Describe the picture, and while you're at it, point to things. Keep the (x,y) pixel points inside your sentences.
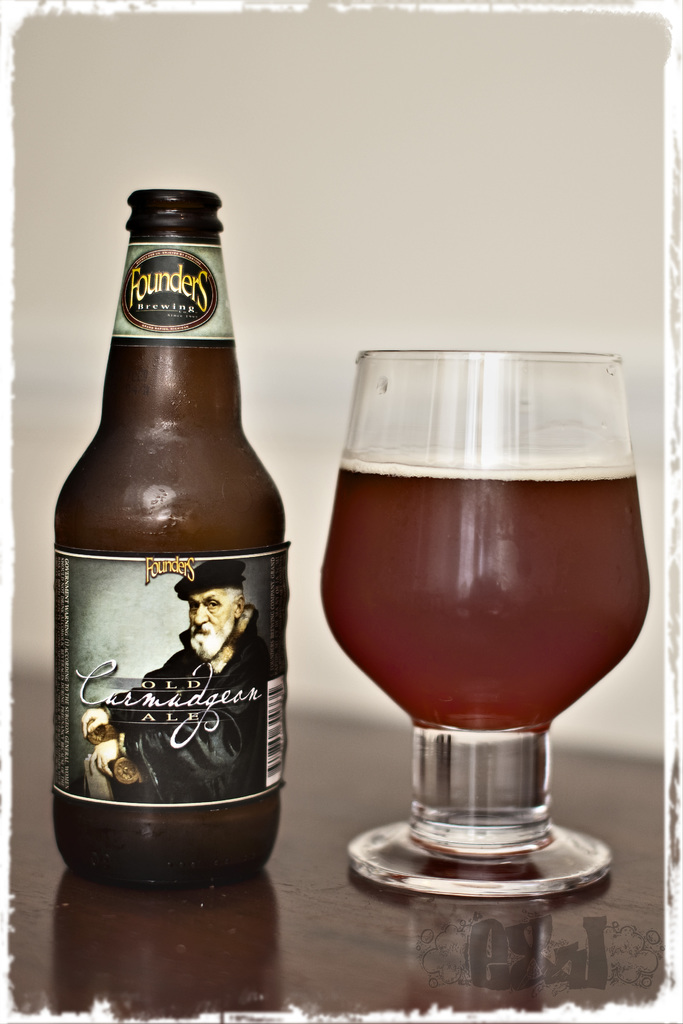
In this image we can see one glass (422,598) with liquid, one bottle (205,230) with text (186,288) and image (119,770) on the table (149,923) near to the wall (386,119).
